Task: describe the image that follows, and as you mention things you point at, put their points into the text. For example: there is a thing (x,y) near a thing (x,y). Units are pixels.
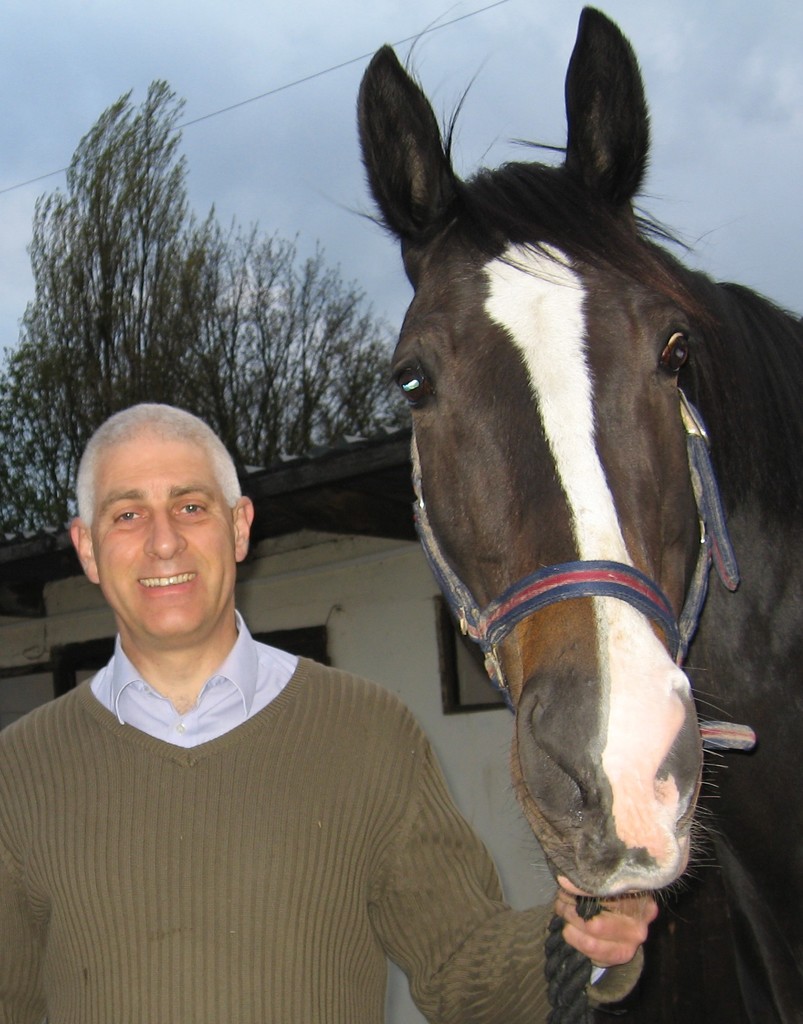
In this picture there is a horse (777,753) at the right side of the image (566,662) and there is a man (1,885) who is holding the leash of the horse (733,417) from the left side of the image (267,992), there is a house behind them and a tree (285,385) at the left side of the image (108,167).
